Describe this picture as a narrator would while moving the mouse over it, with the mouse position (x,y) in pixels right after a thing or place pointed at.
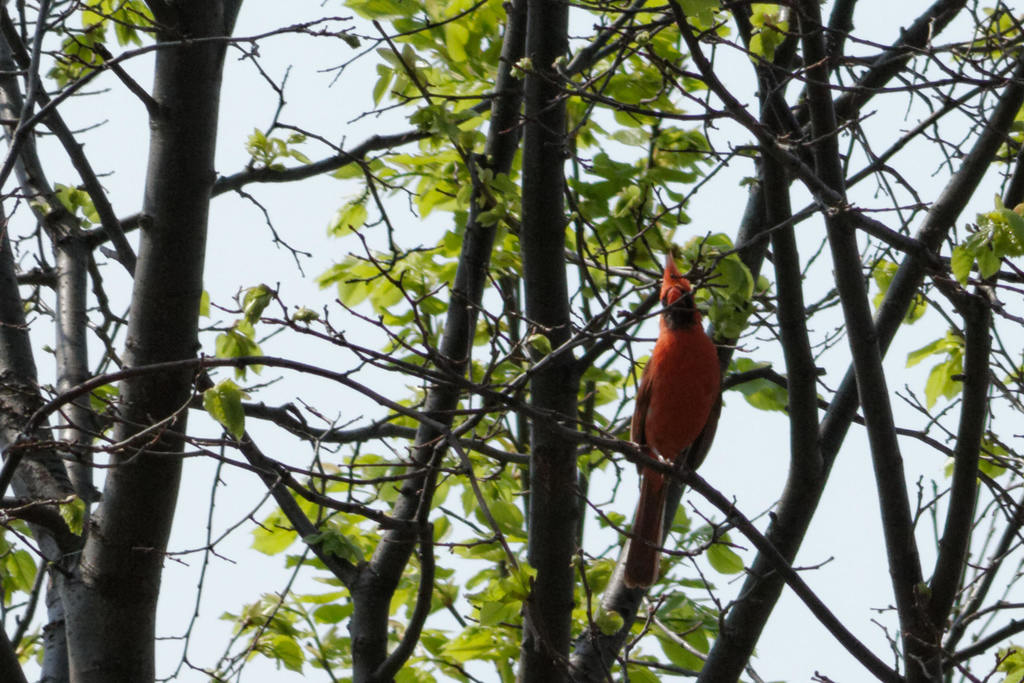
In the foreground of this image (635,426), there is a red colored cardinal (663,407) on the branches (635,460) of a tree (626,188). In the background (304,112), we can see the sky (307,100).
